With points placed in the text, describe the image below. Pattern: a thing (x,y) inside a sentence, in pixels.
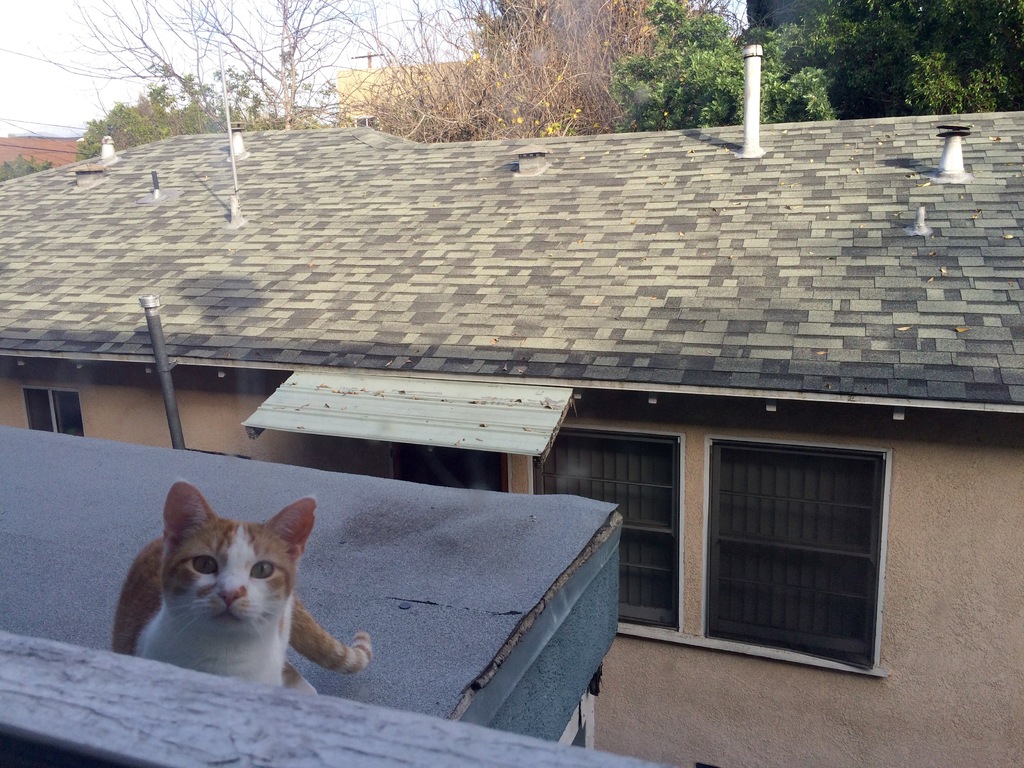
This Picture shows a few buildings (358,146) and we see trees (718,76) and a cat (239,570). It is white and brown in color and a cloudy Sky (90,60).
